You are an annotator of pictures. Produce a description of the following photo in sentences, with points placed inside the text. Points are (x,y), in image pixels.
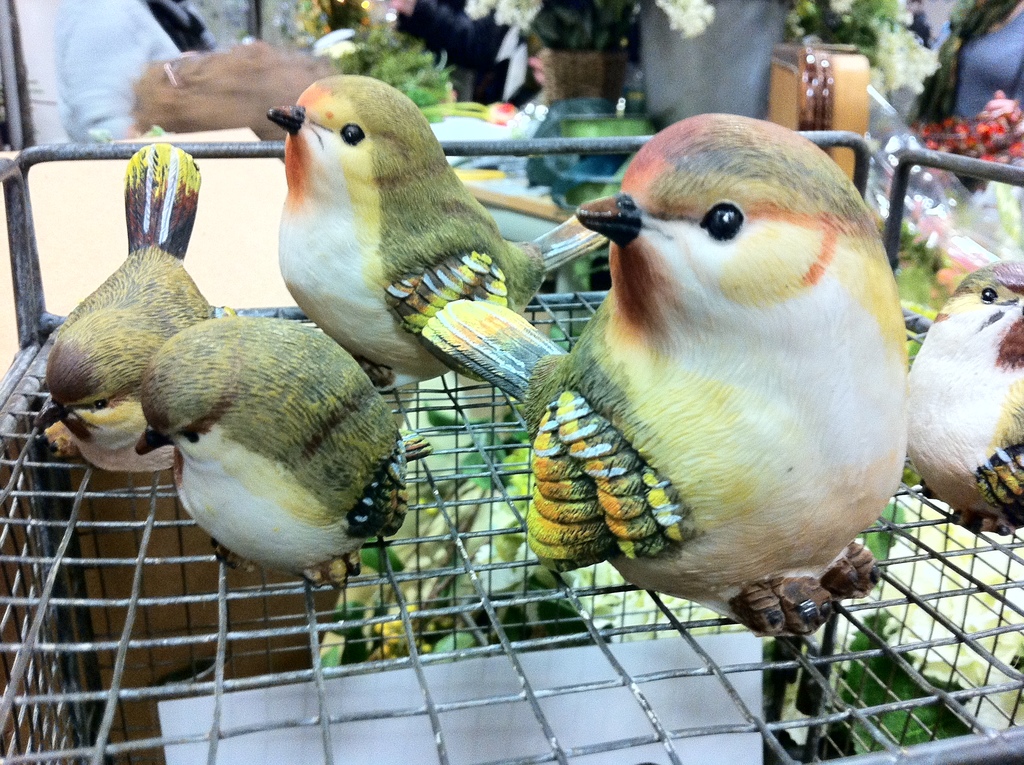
In this image we can see few toy birds (573,388) on the cage (591,597), there we can also see few flowers (701,4), plants (897,74), some other objects (260,108) and a person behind the cage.
